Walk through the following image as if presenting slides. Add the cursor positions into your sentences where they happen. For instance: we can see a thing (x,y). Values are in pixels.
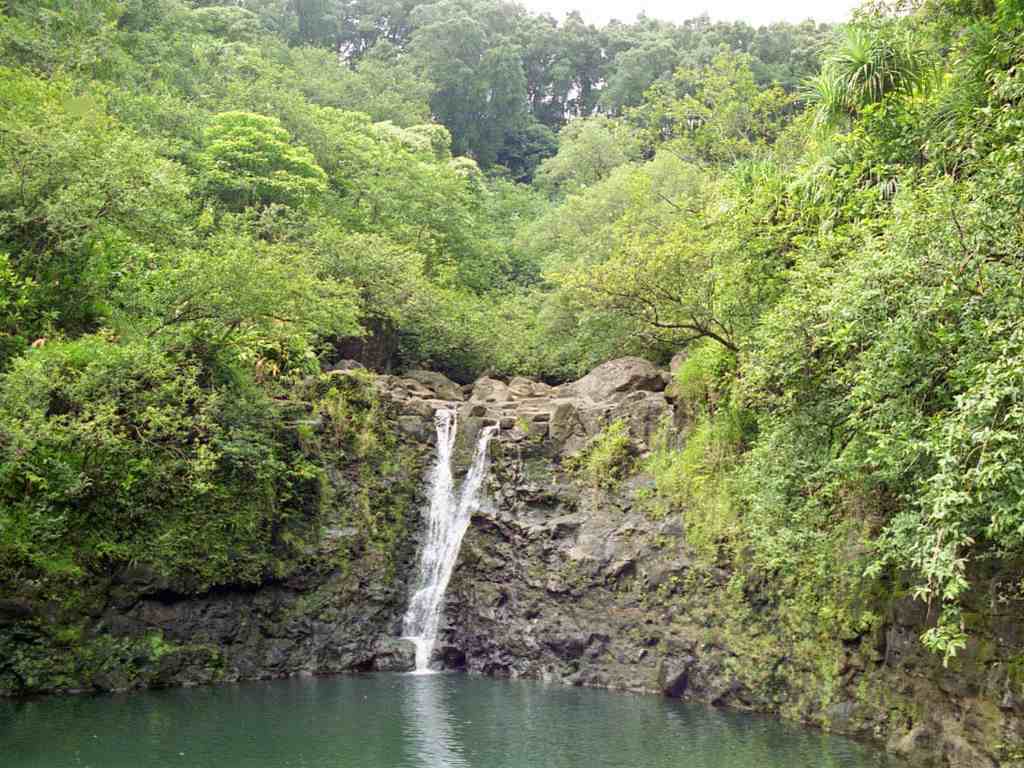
In this image, there are a few trees (400,302). We can see the waterfall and the sky (672,13). We can also see some water (253,693) at the bottom (353,751).
